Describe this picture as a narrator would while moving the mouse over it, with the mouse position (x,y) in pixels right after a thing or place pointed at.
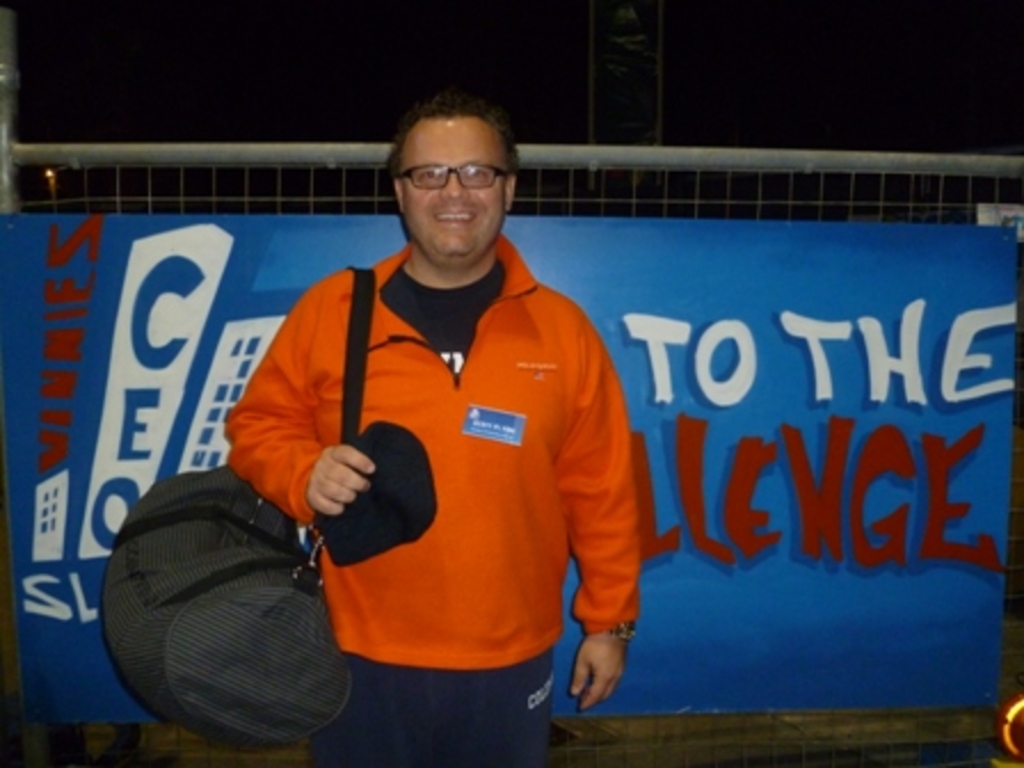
There is one person (444,546) standing and holding a bag (253,597) in the middle of this image (431,488). There is a blue color poster (700,470) attached to a fencing (164,197) in the background (143,295).
